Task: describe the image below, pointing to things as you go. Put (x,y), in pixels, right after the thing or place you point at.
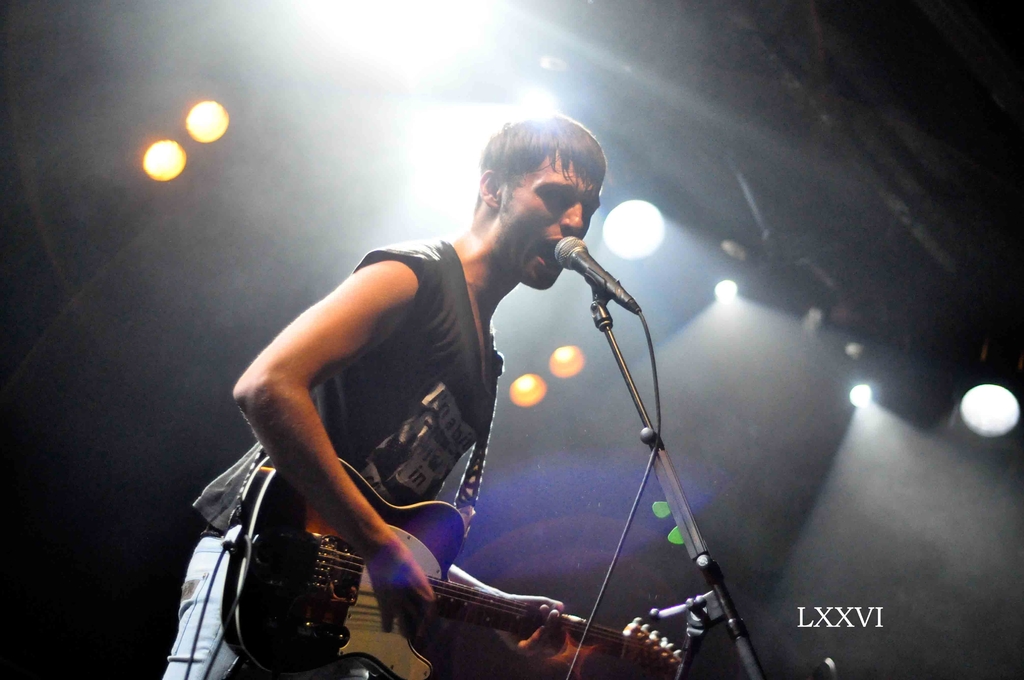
There is a man (440,250) singing on the mike (626,290). And he is playing guitar (278,521). On the background (195,164) we can see some lights (636,220).
